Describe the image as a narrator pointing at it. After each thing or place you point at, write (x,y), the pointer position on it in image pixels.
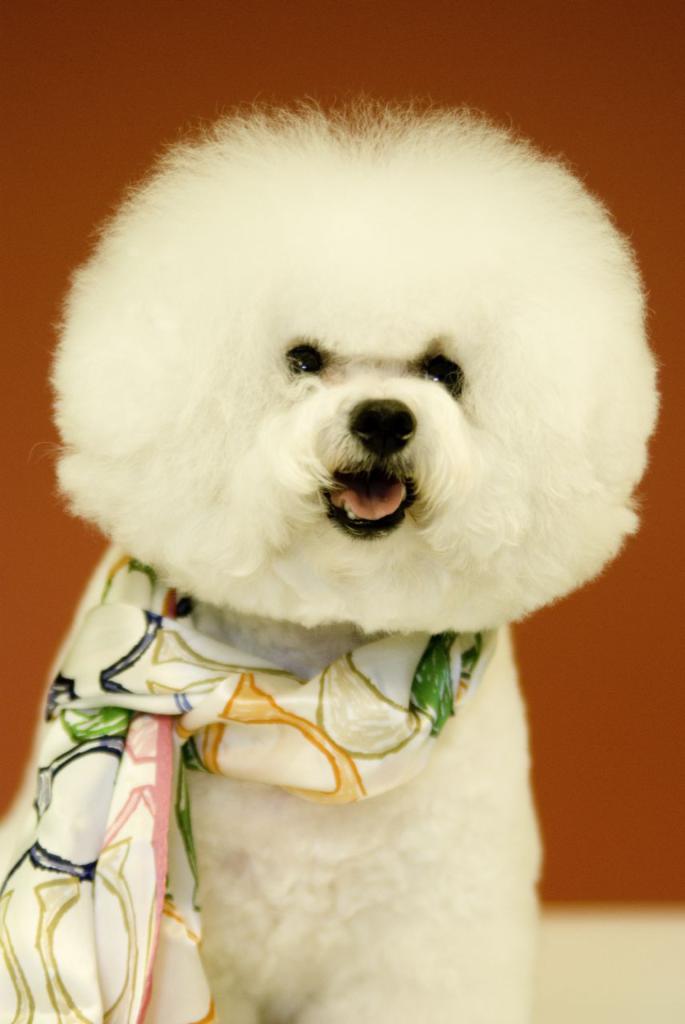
In this picture I can see a dog (260,476) with a scarf (334,674), and there is blur background (614,32).
